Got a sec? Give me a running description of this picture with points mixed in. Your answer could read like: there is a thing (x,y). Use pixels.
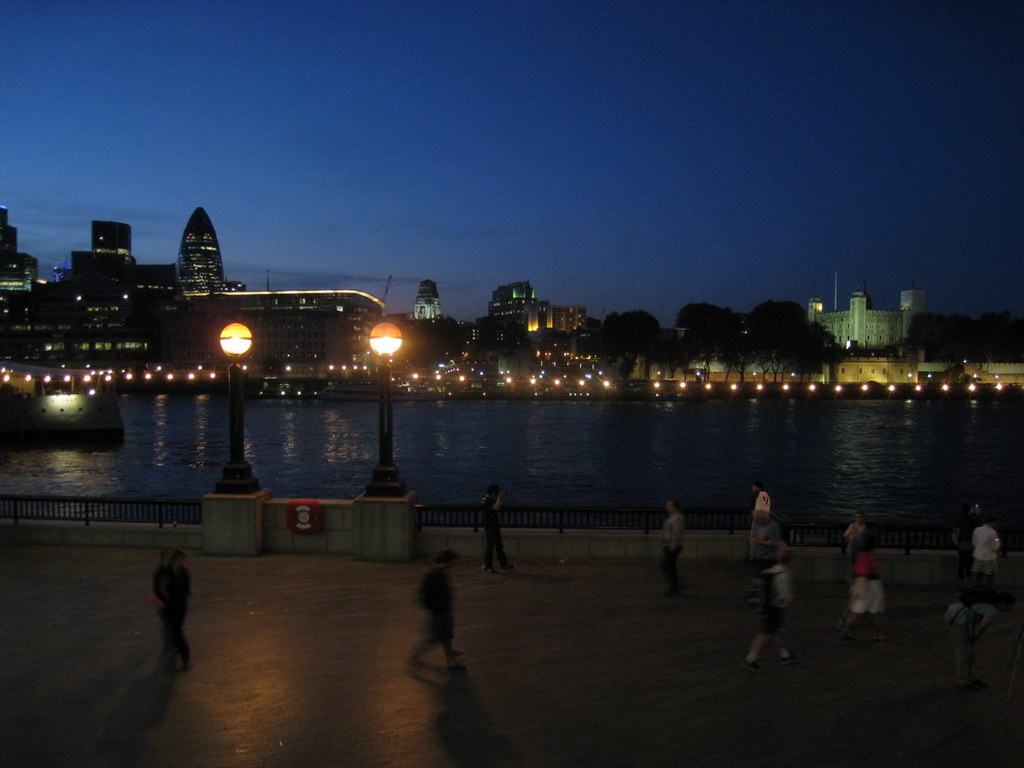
In this image at the bottom (983,541) there are group of people (1003,605) walking, and in the center (375,507) there is a railing (75,504), wall (326,500), poles (387,464), lights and in the background (565,460) there is a river (1022,458), buildings (928,363), trees (619,322) and some lights (971,385). At the top (550,127) there is sky (639,190).
